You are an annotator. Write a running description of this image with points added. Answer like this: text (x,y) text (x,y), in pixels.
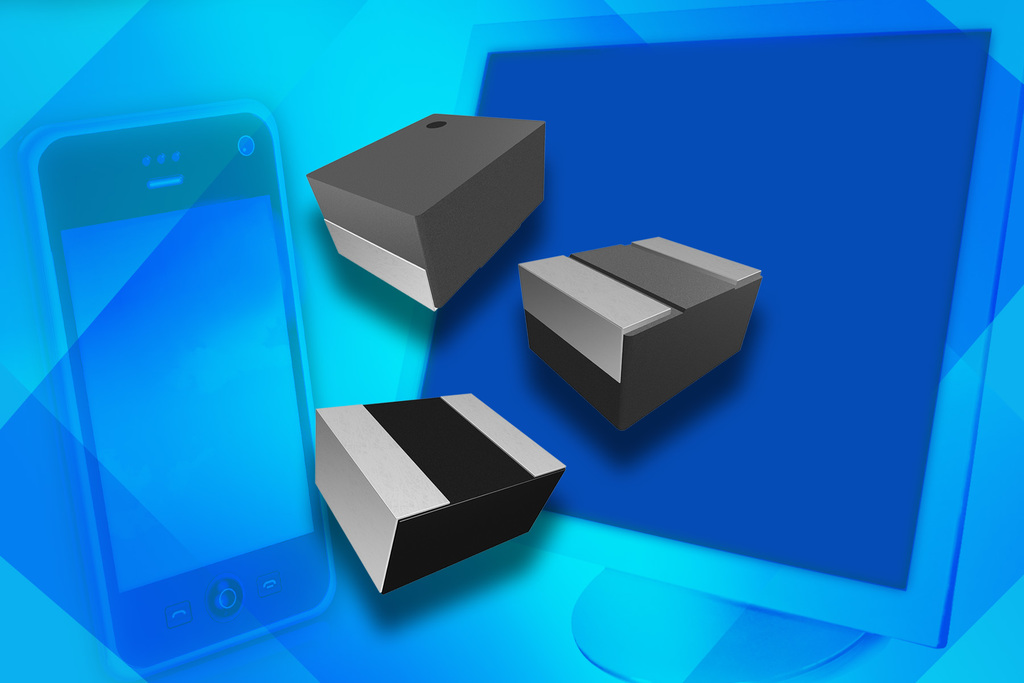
In this image I can see three boxes (448,234) which are grey, silver and black in color. I can see the blue colored background (203,247) in which I can see a mobile (194,264) and a monitor (820,219).
